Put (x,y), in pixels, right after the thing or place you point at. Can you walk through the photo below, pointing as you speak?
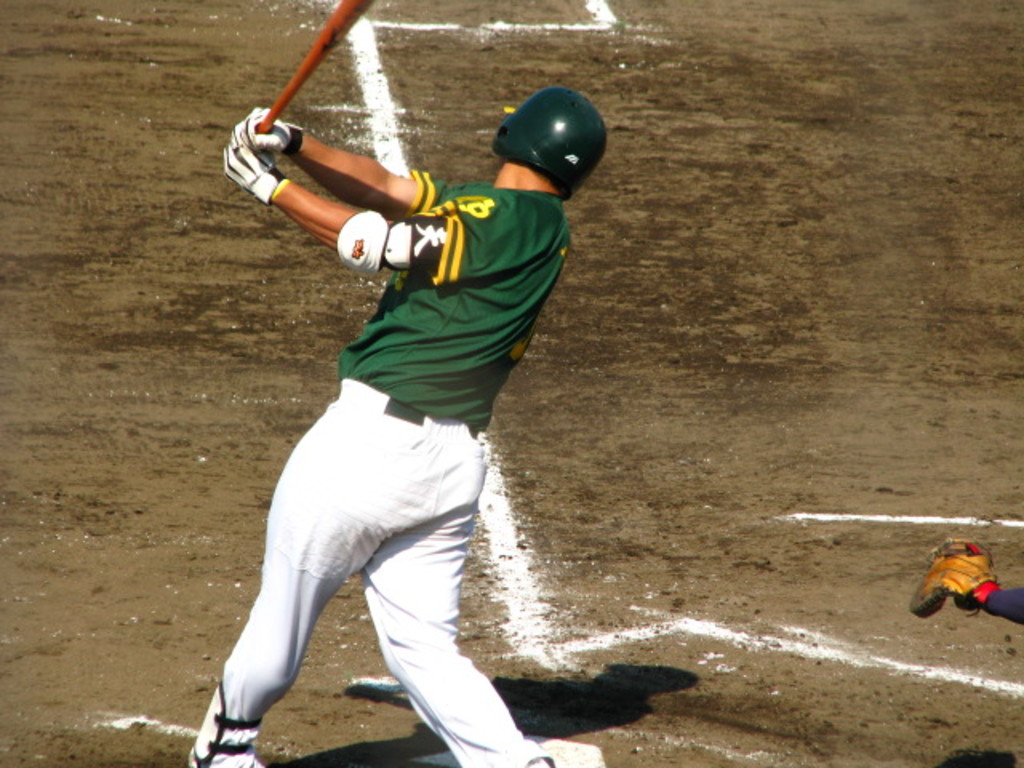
In this image I see a person (563,235) who is wearing green t-shirt (416,367) and white pants (332,547) and I see that the person (267,152) is holding a bat (262,120) which is of brown in color and I can also see that the person (531,98) is wearing gloves (265,180) and a helmet (556,133) and I see a person's hand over here on which there is a glove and I see the ground (338,361) on which there are white lines (707,625).
